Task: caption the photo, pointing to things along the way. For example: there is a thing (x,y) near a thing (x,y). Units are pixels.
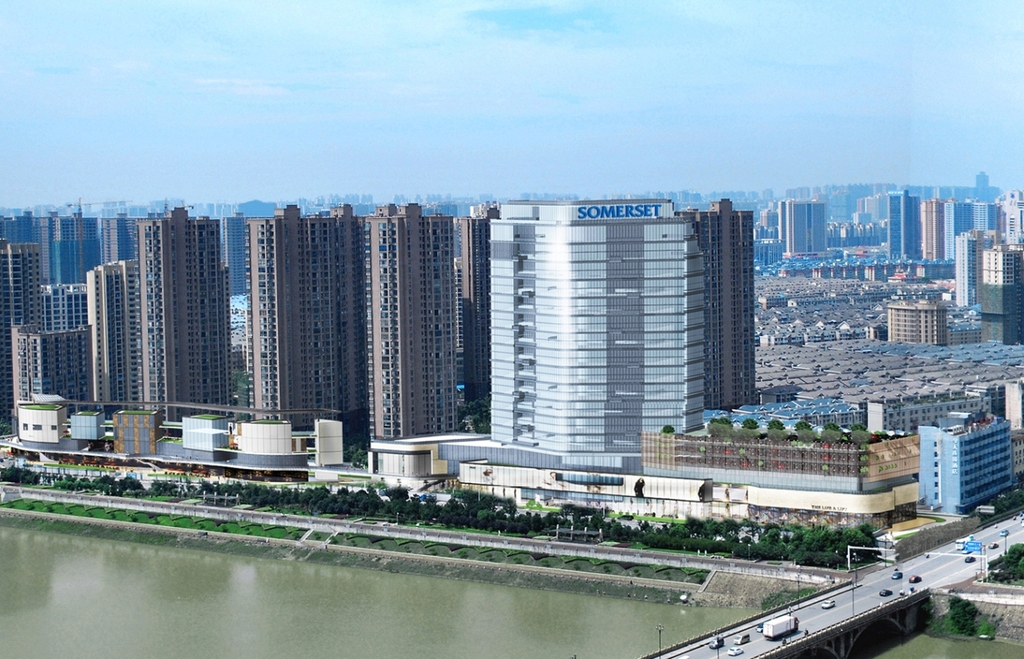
In this picture we can see buildings (862,331) and skyscrapers (404,292). On the bottom left (25,636) there is a water (155,564). On the bottom right (889,621) we can see a bridge (735,633). On the bridge (823,642) there is a truck (777,633), car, street light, fencing (758,656). Here we can see many trees (814,554), plants (628,543) near to the water (177,560). On the top (303,129) we can see sky (332,46) and clouds (103,63).
